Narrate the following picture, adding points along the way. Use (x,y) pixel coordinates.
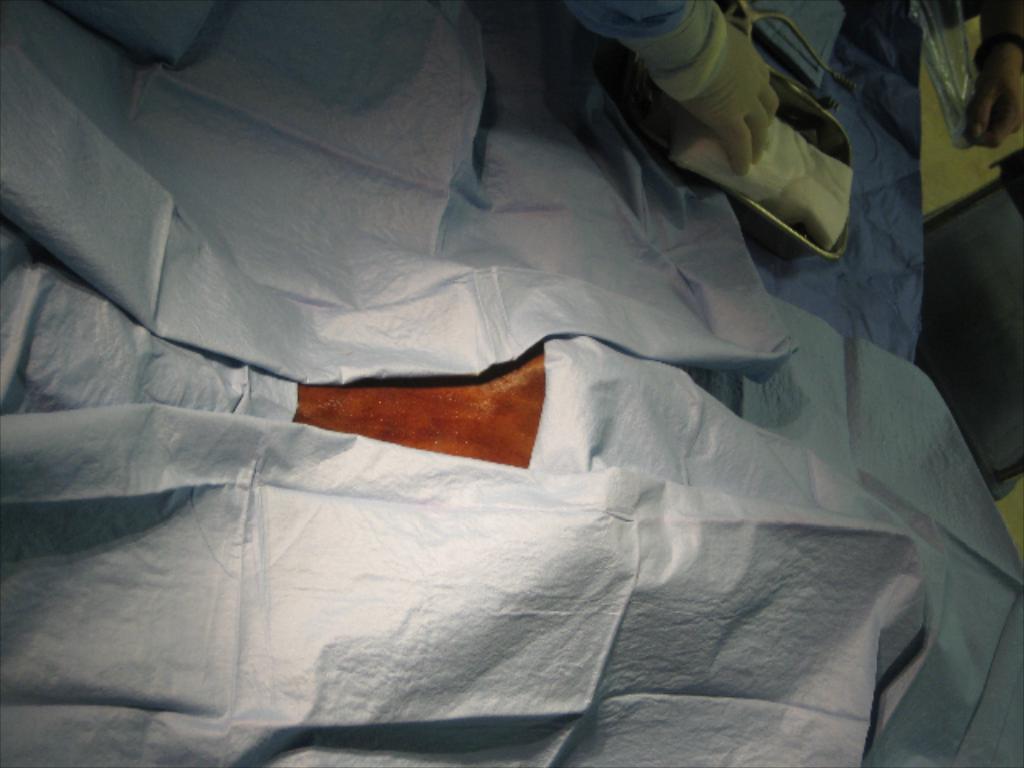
Here in this picture we can see number of bed sheets (632,302) present over a place (784,283) and we can see a person's hand (708,126) by wearing gloves (694,96) on him and beside that we can see an medical equipment (780,16) present and we can see in another hand (989,89) he is holding a plastic cover (959,51) over there.
